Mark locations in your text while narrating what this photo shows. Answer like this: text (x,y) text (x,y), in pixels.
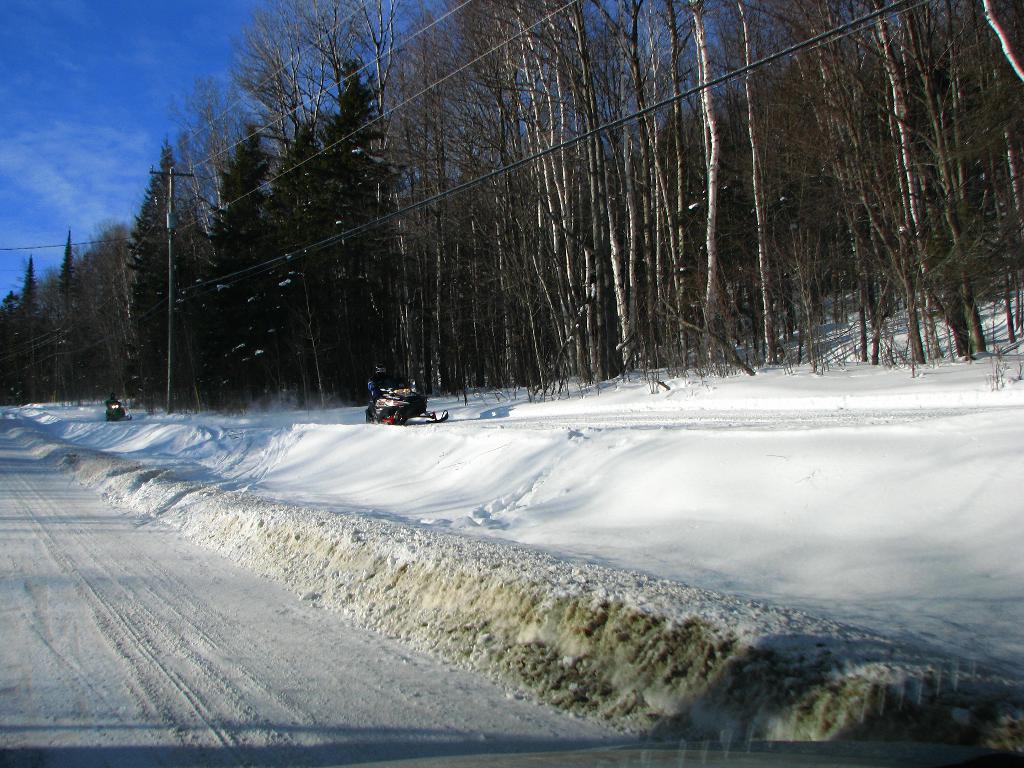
In this image at the bottom (571,550) there is snow (450,561) and there are two vehicles (381,406), and in the vehicles (380,397) there are two people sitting and there are trees (548,207), poles (167,175), wires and at the top (153,106) there is sky (150,95).
